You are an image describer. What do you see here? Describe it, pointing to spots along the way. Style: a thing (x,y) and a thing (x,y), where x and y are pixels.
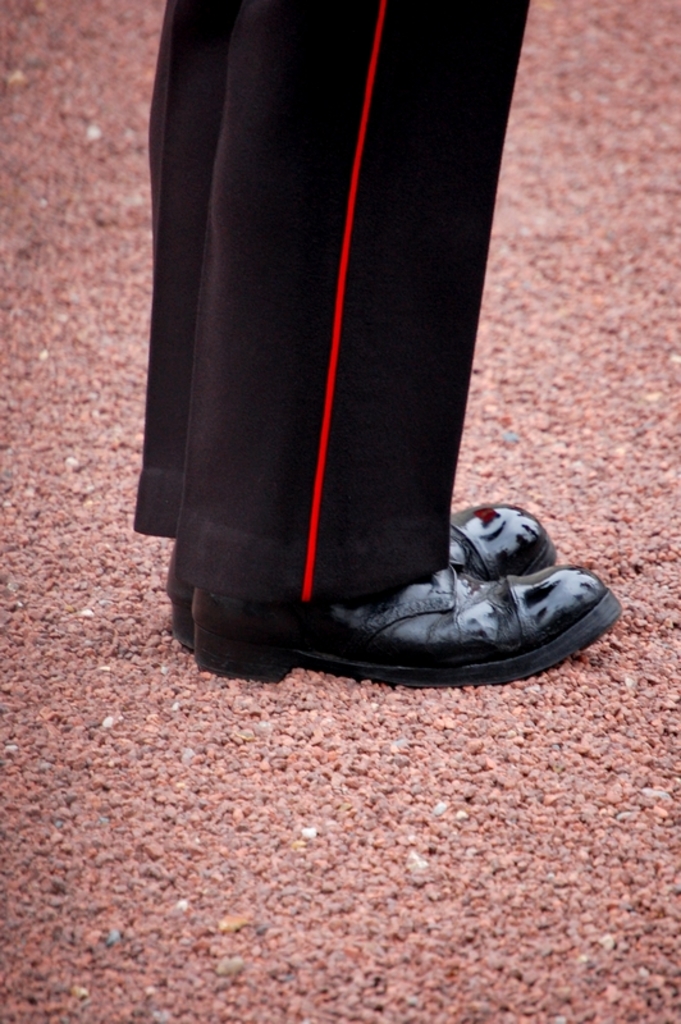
As we can see in the image there is a person (411,52) wearing black color dress (449,256) and black color shoes (412,622). There are pebbles (111,594) over here.
